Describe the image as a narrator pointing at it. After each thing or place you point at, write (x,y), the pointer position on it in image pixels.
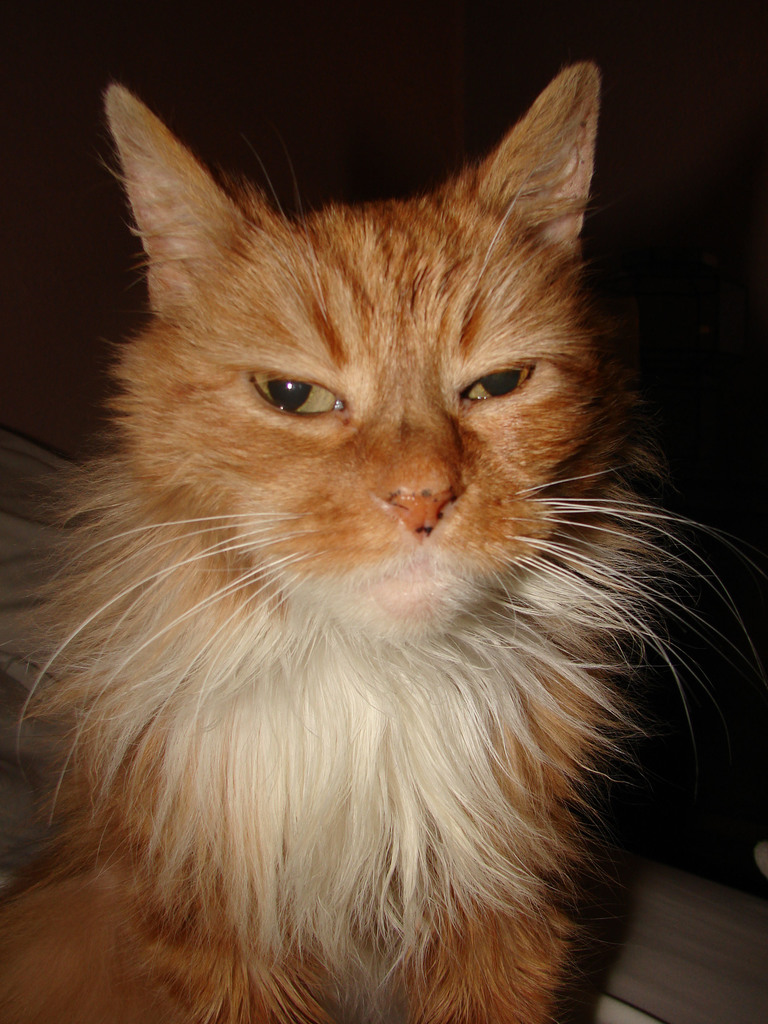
In this image there is a cat (318,587).
